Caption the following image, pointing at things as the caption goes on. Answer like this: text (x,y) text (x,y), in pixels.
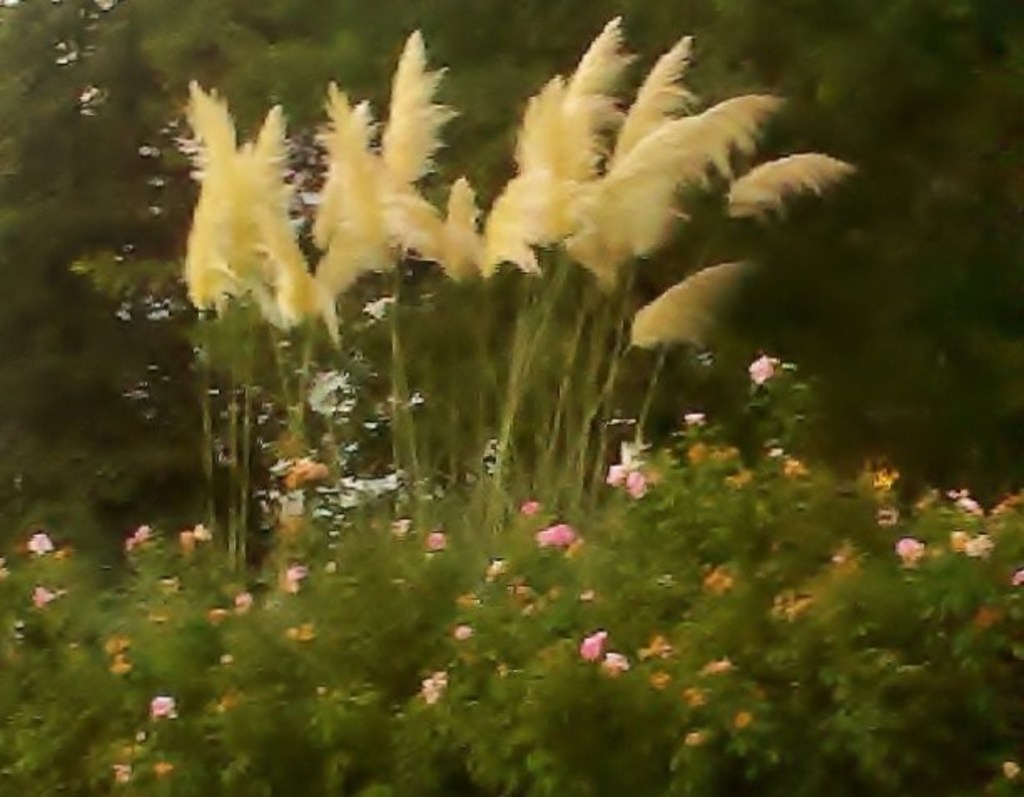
In this image we can see there are some flower plants (476,670).
